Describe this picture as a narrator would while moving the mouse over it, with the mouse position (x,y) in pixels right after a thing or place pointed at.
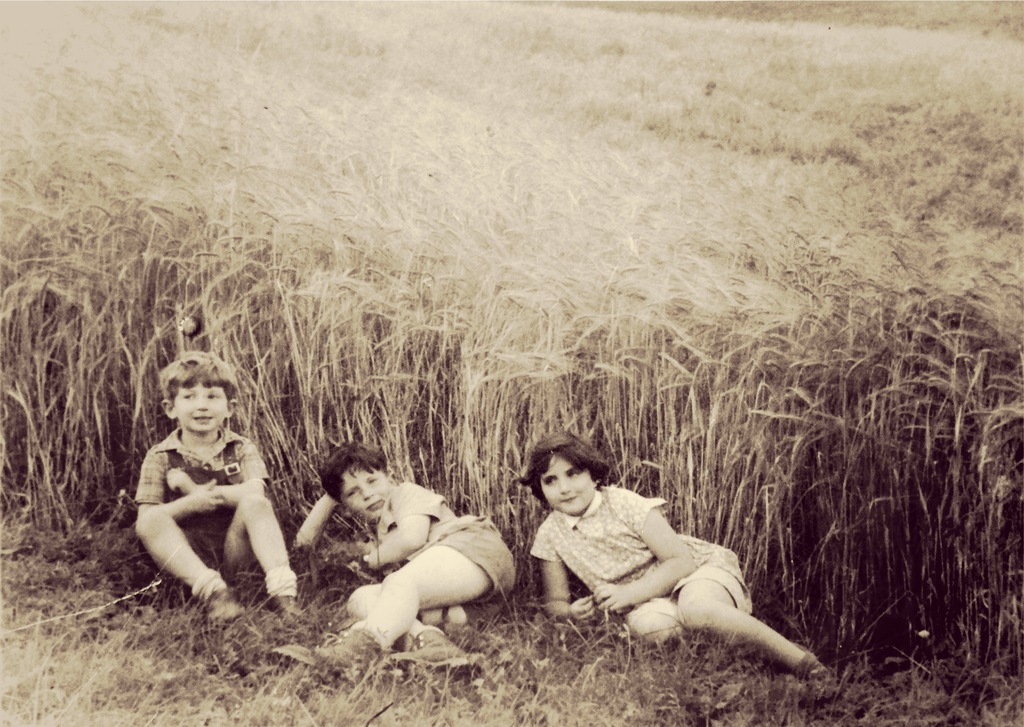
These are plants (431,261), here children (493,526) are sitting.
